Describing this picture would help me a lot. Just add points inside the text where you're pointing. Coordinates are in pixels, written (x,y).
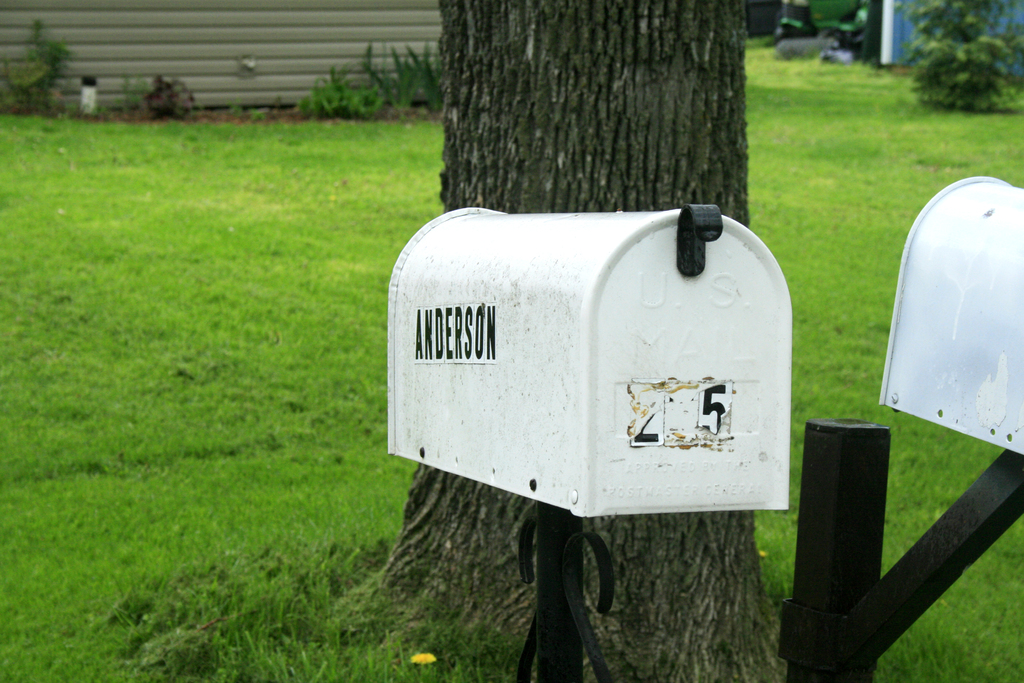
There is a sticker (450,328) on the white color mailbox (744,301) which is attached to the pole (558,600). On the right side (1016,229), there is a gray color mailbox (924,272) attached to the rod (899,588) which is attached to the pole (856,600). In the background (940,485), there is a tree (405,571) on the ground (855,388) on which, there is grass (845,398) on the ground (349,602), there are plants (331,74) near a wall (328,30) and there is a plant (950,38) near another wall (904,19).
